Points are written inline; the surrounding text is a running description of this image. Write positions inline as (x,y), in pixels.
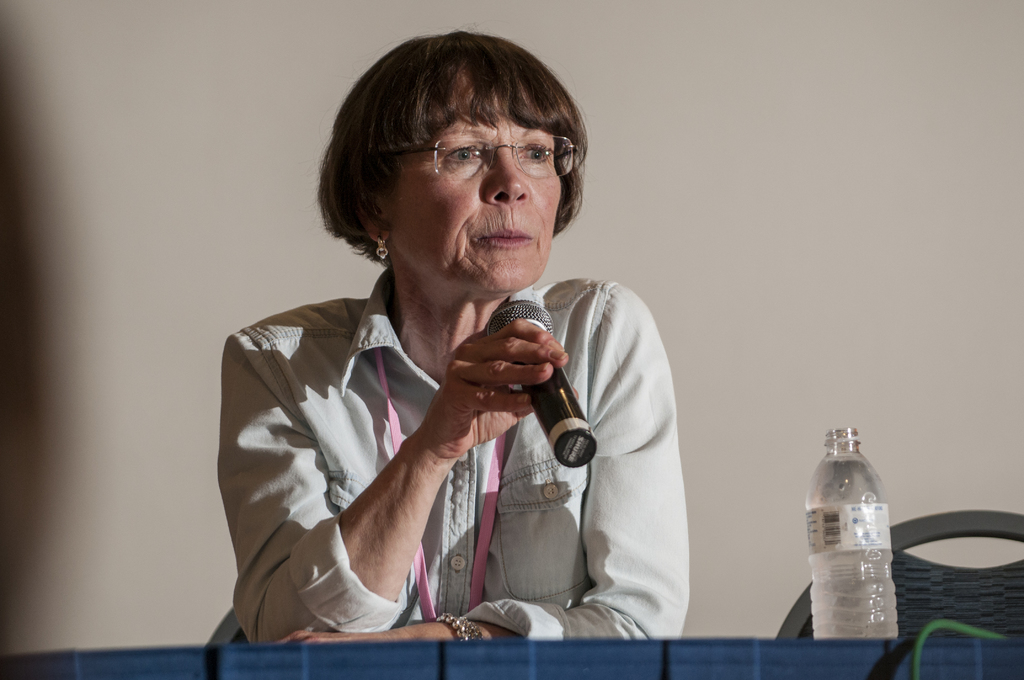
In this image a woman (414,600) is sitting on a chair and placing her hands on a desk (342,658) with holding a mic (589,448) in her hand (517,393). At the bottom of the image (16,662) there is a table (1,662) and on top of it there is a water bottle (853,555) with water (854,598) in it. In the right side (1022,573) on the image there is an empty chair (918,574). At the background (44,647) there is a wall (994,144).
